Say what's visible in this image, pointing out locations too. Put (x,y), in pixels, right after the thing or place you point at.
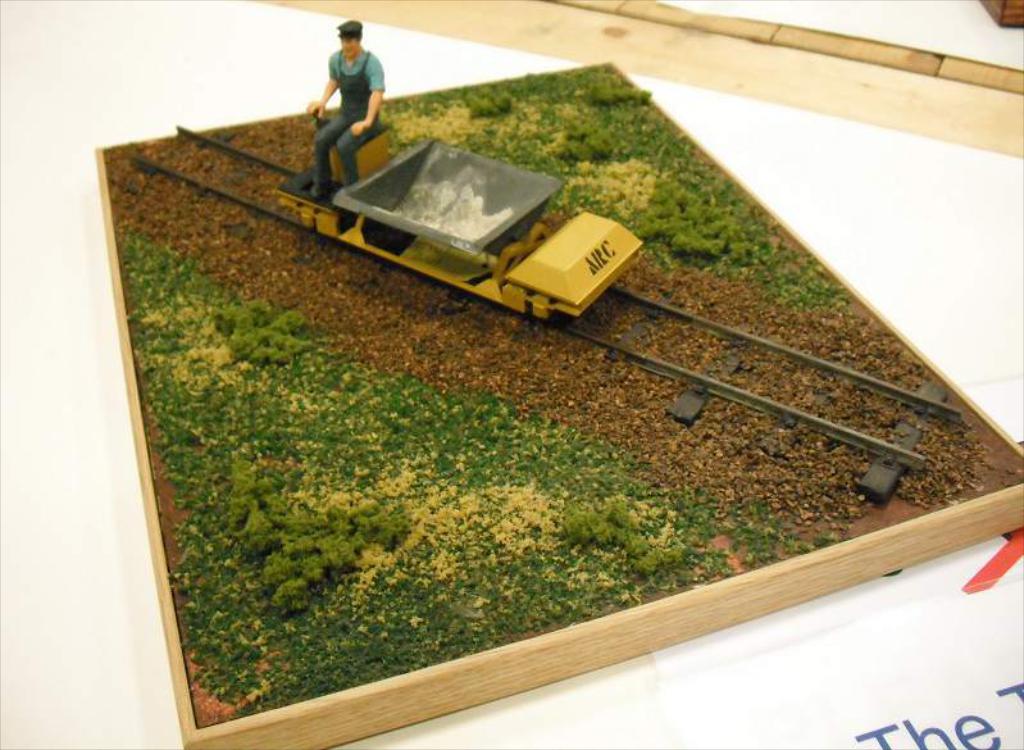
In this image, we can see toys (583,219), grass (315,542) and wooden object (169,583). At the bottom (741,674), we can see white surface (643,697) and some text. Top of the image (746,71), we can see wooden objects (766,52) and white color.
